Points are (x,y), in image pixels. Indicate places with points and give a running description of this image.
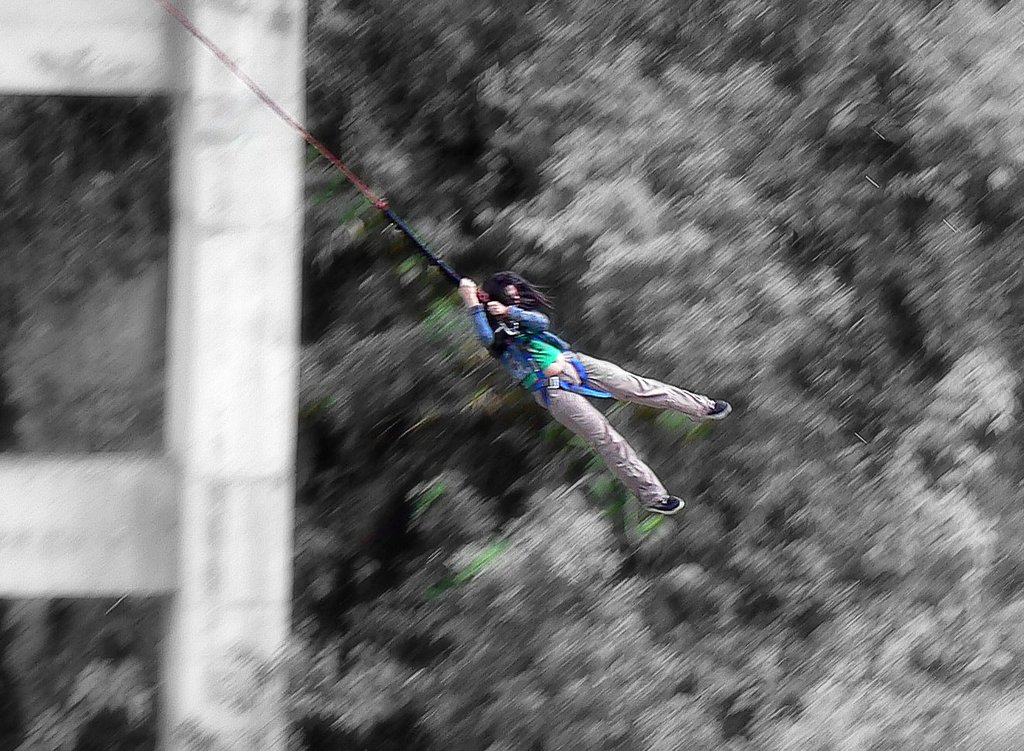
In the center of the picture (524,321) there is a person (651,480) doing bungee jump. In the background (246,381) there are trees (452,395) and pillar (206,357). The background (246,508) is blurred.
